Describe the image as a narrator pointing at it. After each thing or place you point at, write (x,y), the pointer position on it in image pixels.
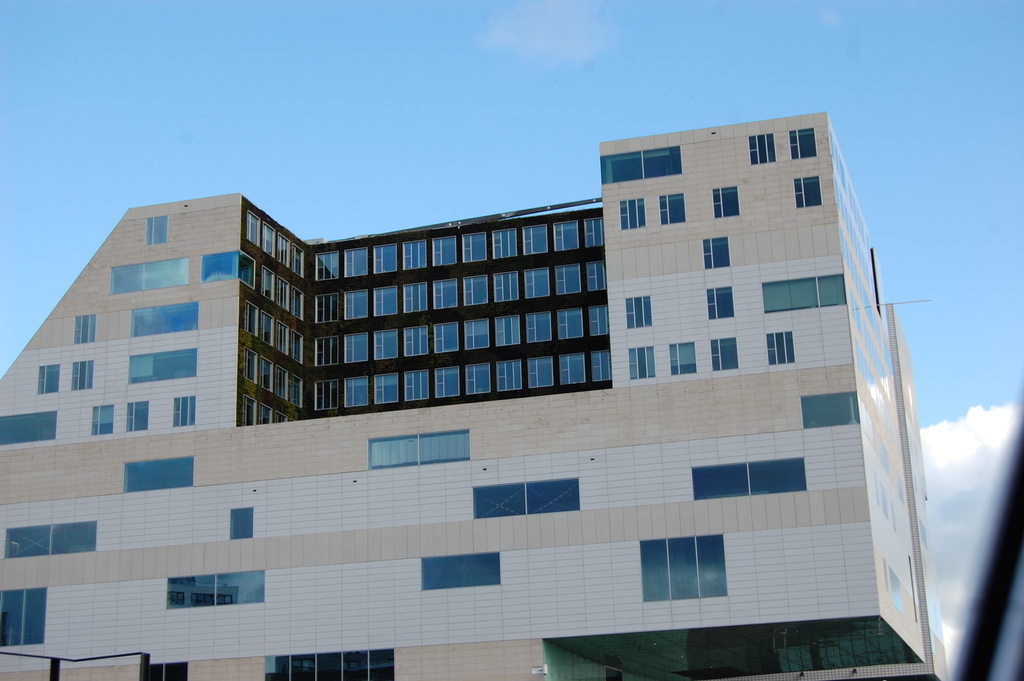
In this image I can see a building (447,347) in the front (598,253) and I can also see number of glass windows (836,281). In the background (992,321) I can see clouds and the sky (739,121).
